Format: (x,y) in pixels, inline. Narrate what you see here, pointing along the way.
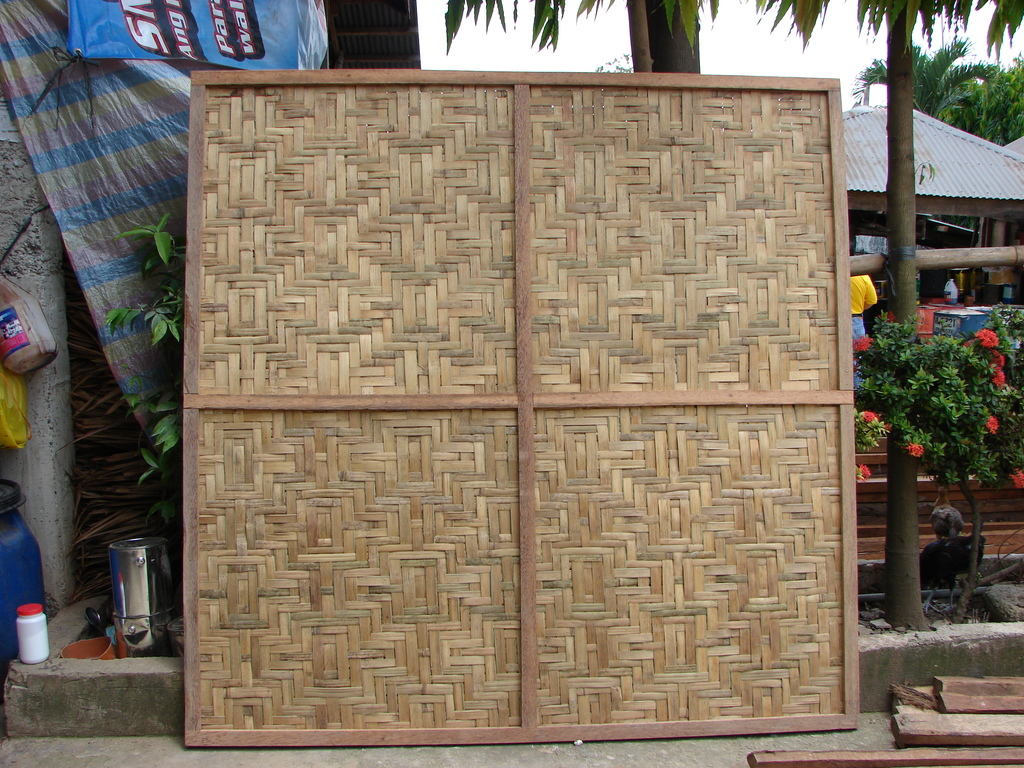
In this image I can see a wooden object (539,572). On the left side (111,633) I can see some objects (35,640). On the right side (884,435), I can see a plant (910,446). In the background (864,189), I can see a house (942,193) and the trees (957,102).
